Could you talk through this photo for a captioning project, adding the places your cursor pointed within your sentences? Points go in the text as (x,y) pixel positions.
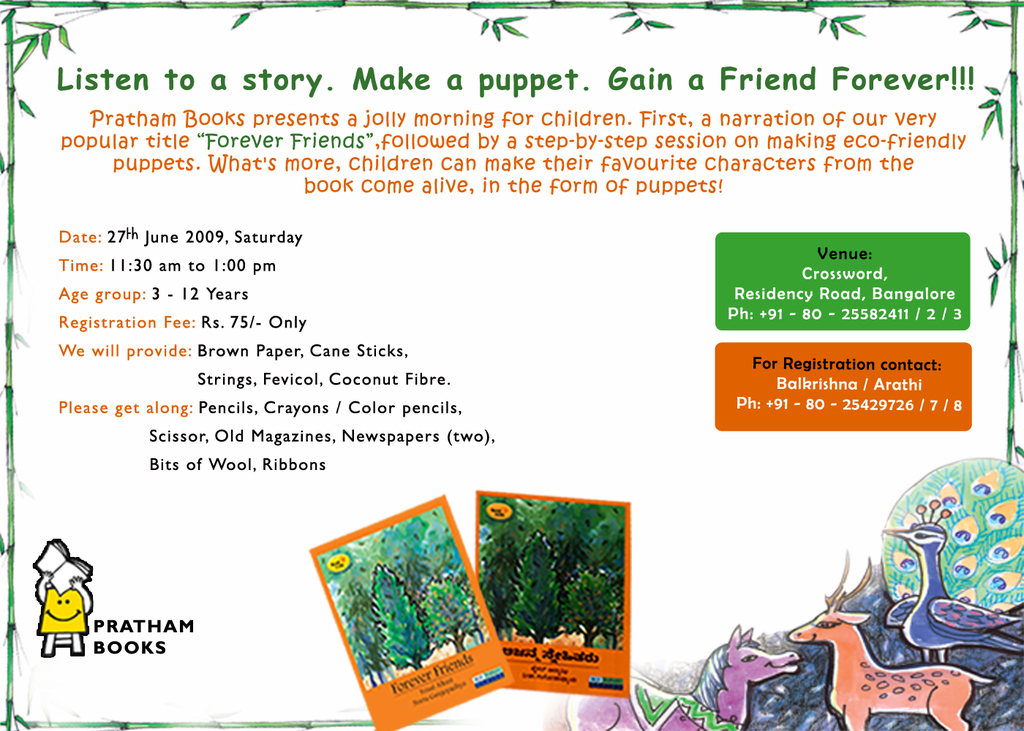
In this image we can see a picture (824,606), in which we can see some text (759,81), some trees (504,588). In the right side of the image (944,486) we can see some cartoons (932,529).
